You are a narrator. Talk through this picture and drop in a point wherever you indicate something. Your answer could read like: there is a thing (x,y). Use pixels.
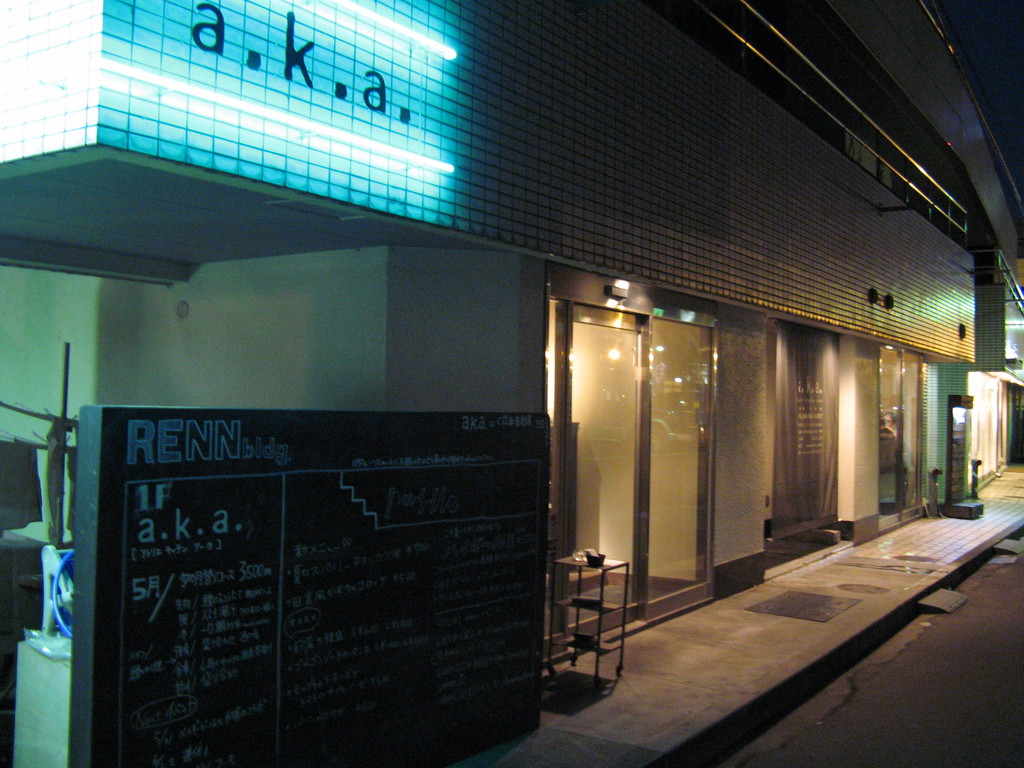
This is a building (600,208) and here we can see lights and there is some text (295,555) on the board (167,623) and there are stands (626,573), glass doors (676,462), railings (905,157) and some other objects (795,398). At the bottom (878,666), there is a road (899,646).
